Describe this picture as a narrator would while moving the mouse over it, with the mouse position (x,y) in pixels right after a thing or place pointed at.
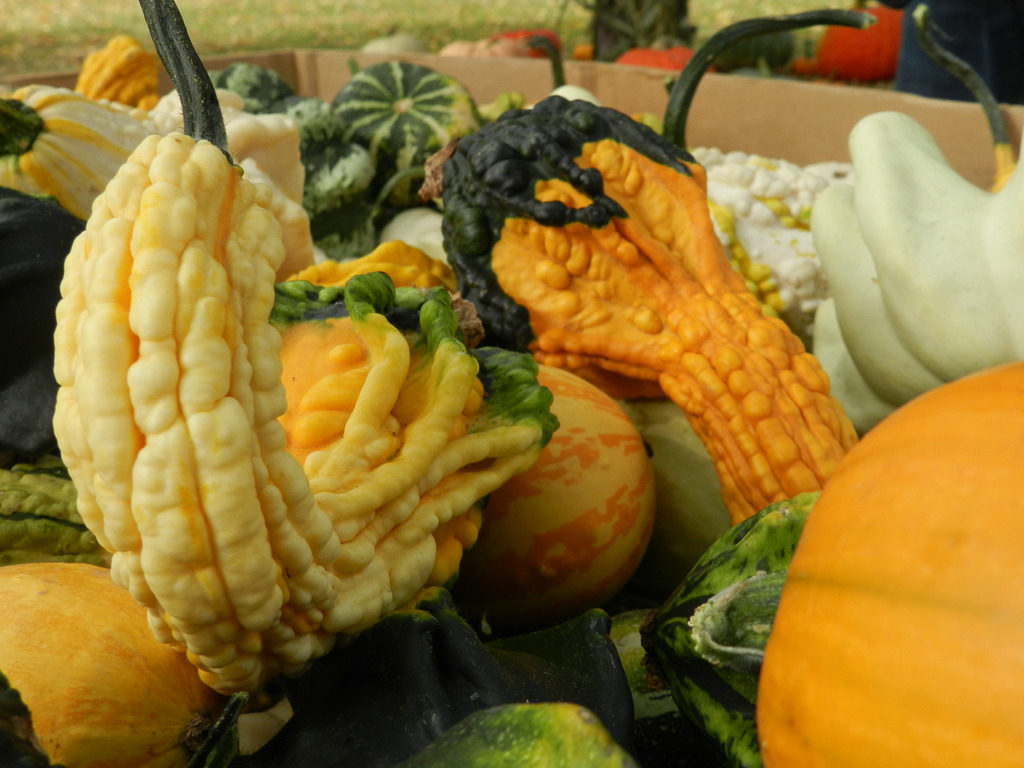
In this image we can see some vegetable (417,418), and fruits (410,460) in a box (304,75), and the background (272,32) is blurred.
